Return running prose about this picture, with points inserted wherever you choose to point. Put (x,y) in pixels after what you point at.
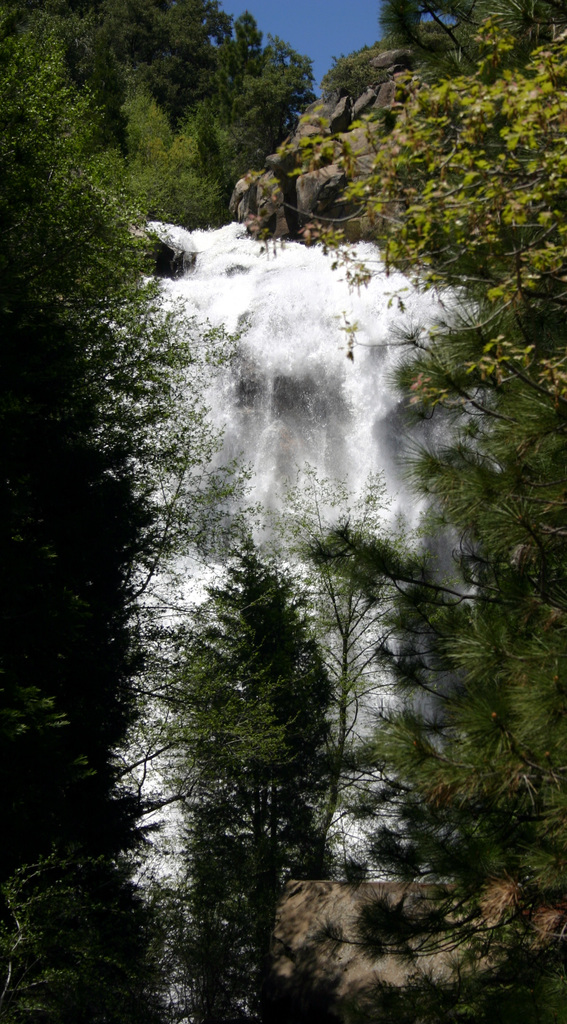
In this image in the front (229,751) there are trees (225,790). In the center (320,356) there is a waterfall (254,400) and in the background (215,155) there are trees (264,148) and there is a mountain (328,159).
